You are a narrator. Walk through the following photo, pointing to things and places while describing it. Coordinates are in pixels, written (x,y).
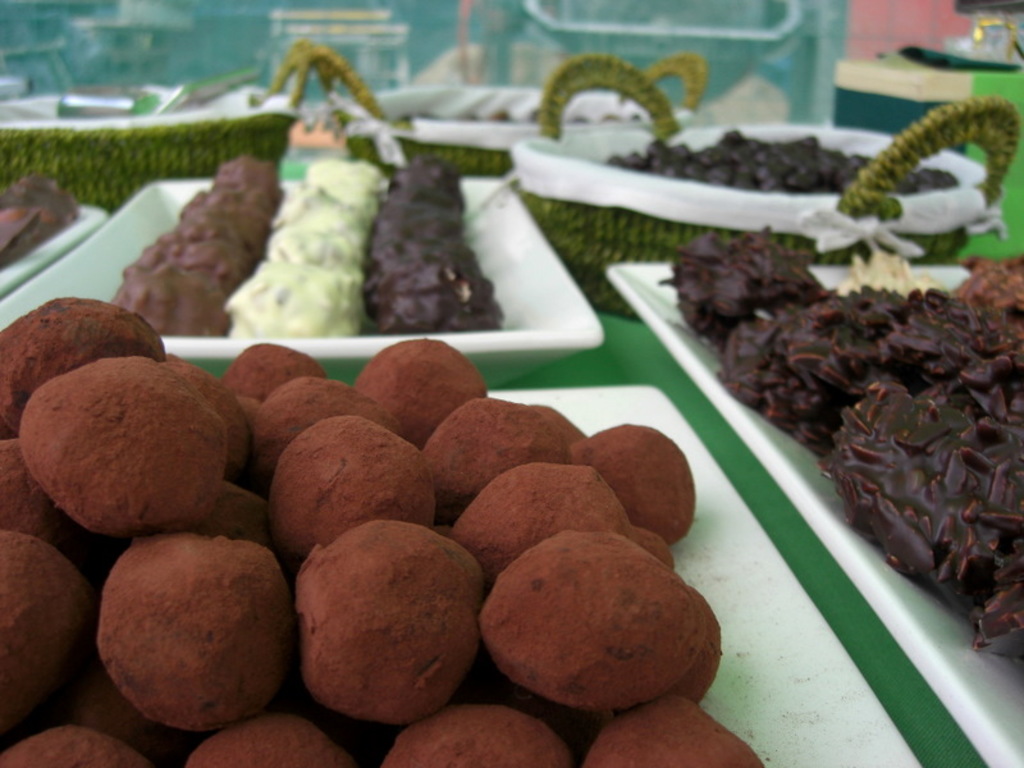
In this image, we can see food items (688,620) on the trays (487,219) and baskets (523,108). In the background (712,7), there are some other objects (753,39).
